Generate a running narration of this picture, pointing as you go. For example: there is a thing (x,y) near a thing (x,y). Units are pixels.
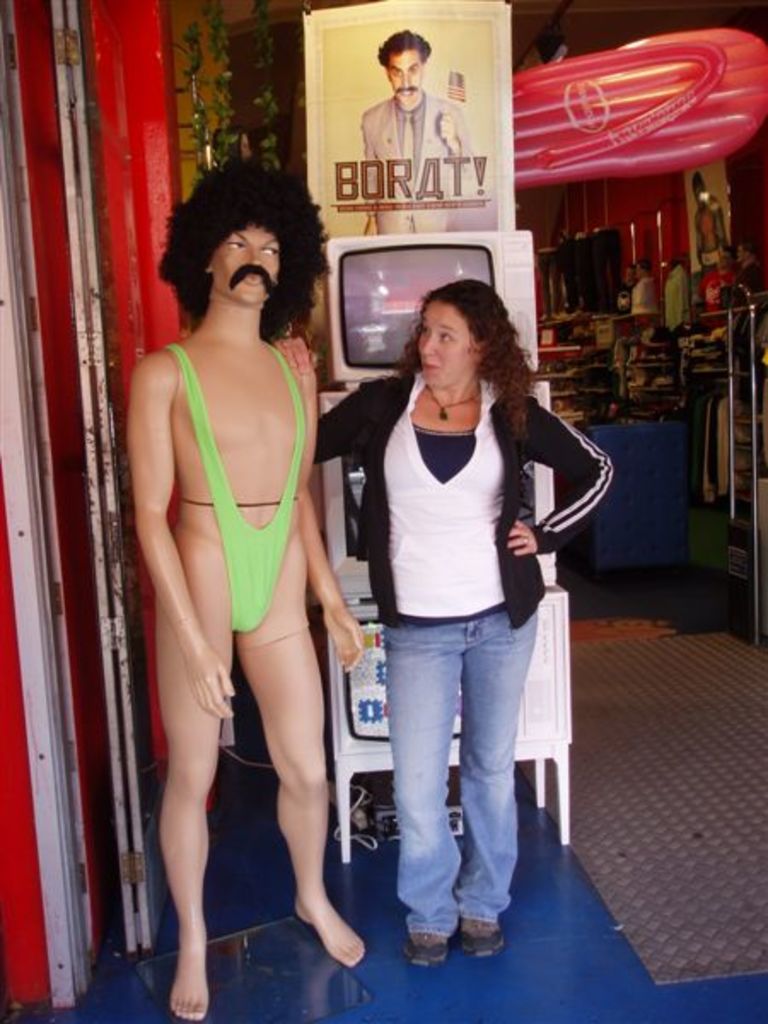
In the given image i can see a apparel store (632,23) that includes electronic gadget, people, shoes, floor mat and some other objects (327,559).
